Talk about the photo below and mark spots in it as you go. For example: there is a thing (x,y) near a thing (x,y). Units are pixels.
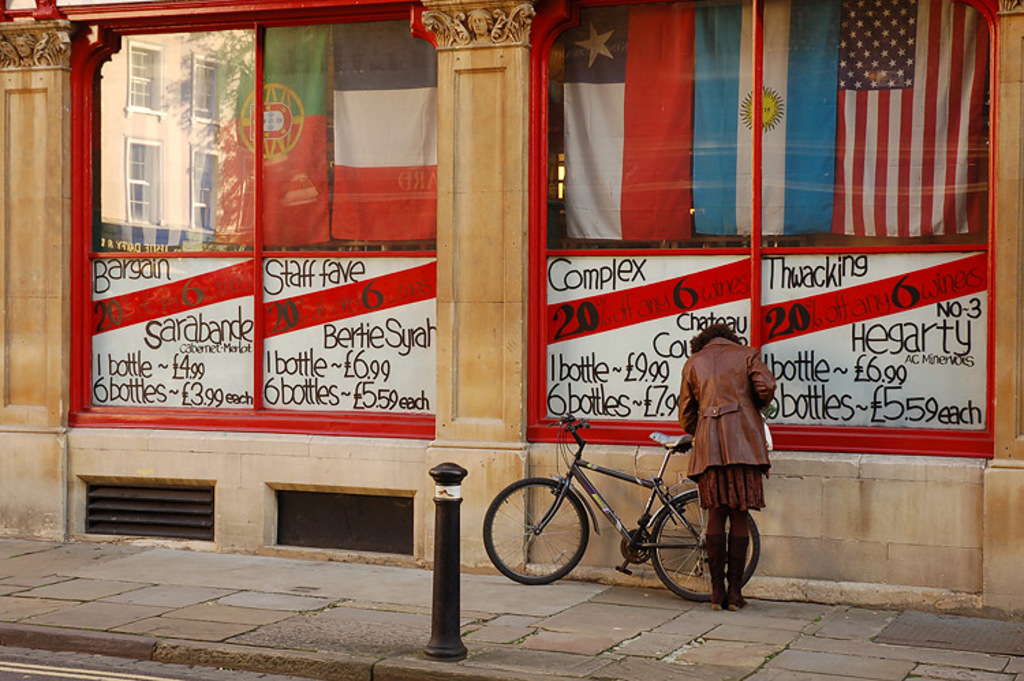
In this image in the center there is a woman (707,475) standing. In front of the woman (724,424) there is a bicycle (659,481) and there is a building (335,259). There are windows (834,244) and behind the windows (359,233) there are flags (884,221) and there are some text (297,316) written on the windows (806,339). In front of the building (473,519) in the center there is a pole (438,580) which is black in colour.
